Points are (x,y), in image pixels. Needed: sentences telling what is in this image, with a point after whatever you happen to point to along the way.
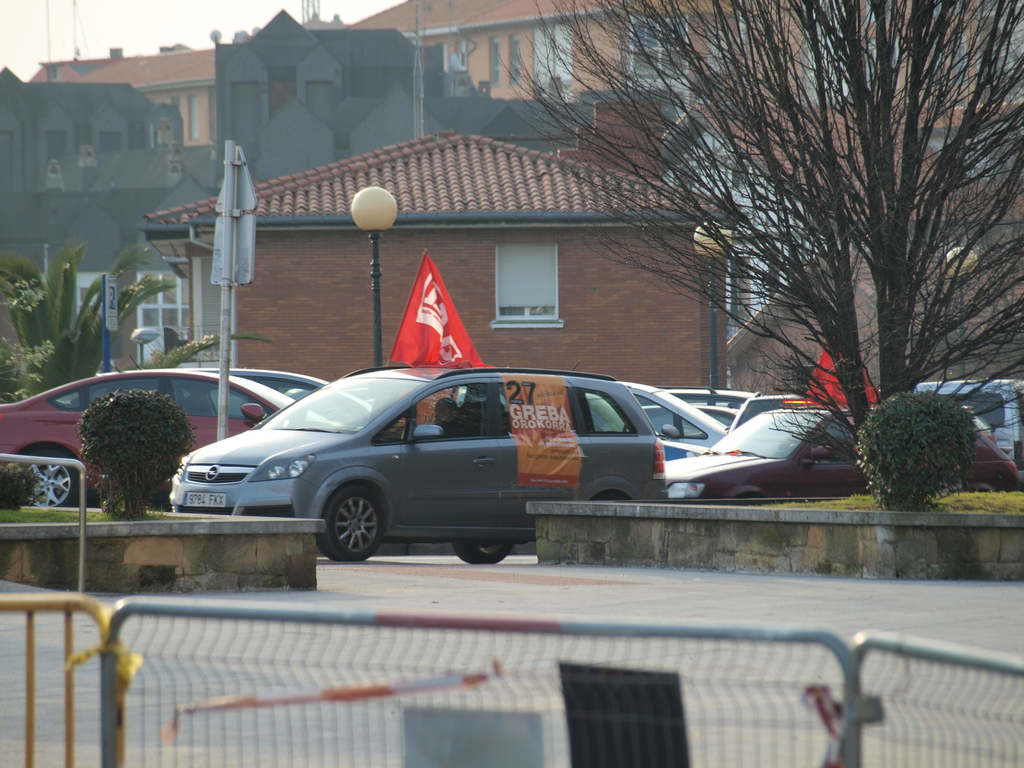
In this image we can see vehicles (423,507). At the bottom (212,672) there are barricades (261,675). Also we can see trees (905,387) and bush (941,485). In the background (408,126) there are buildings (461,129) with windows (243,99). And there are light poles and flags (415,334). Also we can see a board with a pole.
